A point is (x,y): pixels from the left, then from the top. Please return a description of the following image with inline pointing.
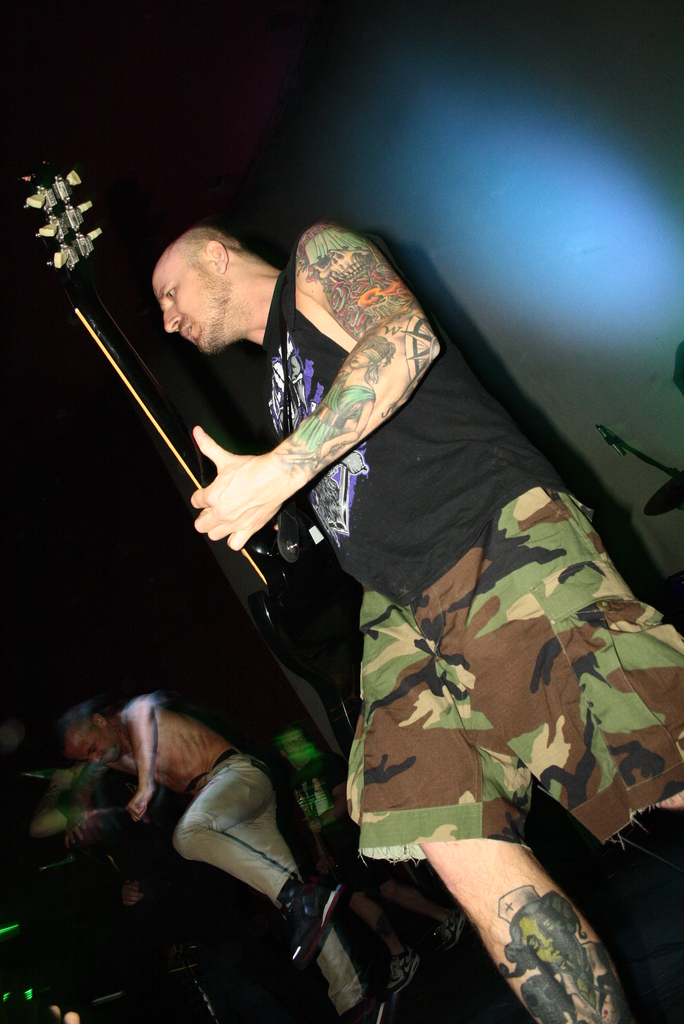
A man (338,432) black t-shirt (407,457) is standing and he is playing a guitar (289,635). Beside him there are some people (276,830) standing.
